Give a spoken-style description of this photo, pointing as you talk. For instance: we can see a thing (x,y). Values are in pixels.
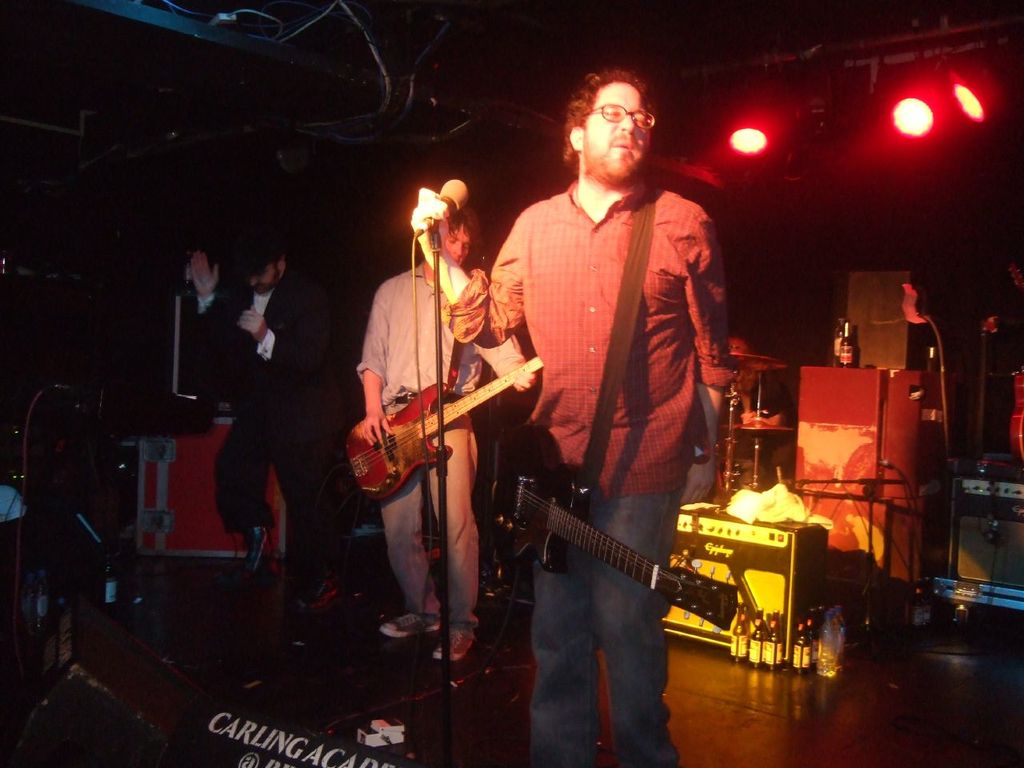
In the image we can see that there are three persons (401,393) on the stage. This is a musical band (634,489), microphone (453,192) and lights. There is a guitar (560,499) in their hands (390,435).
